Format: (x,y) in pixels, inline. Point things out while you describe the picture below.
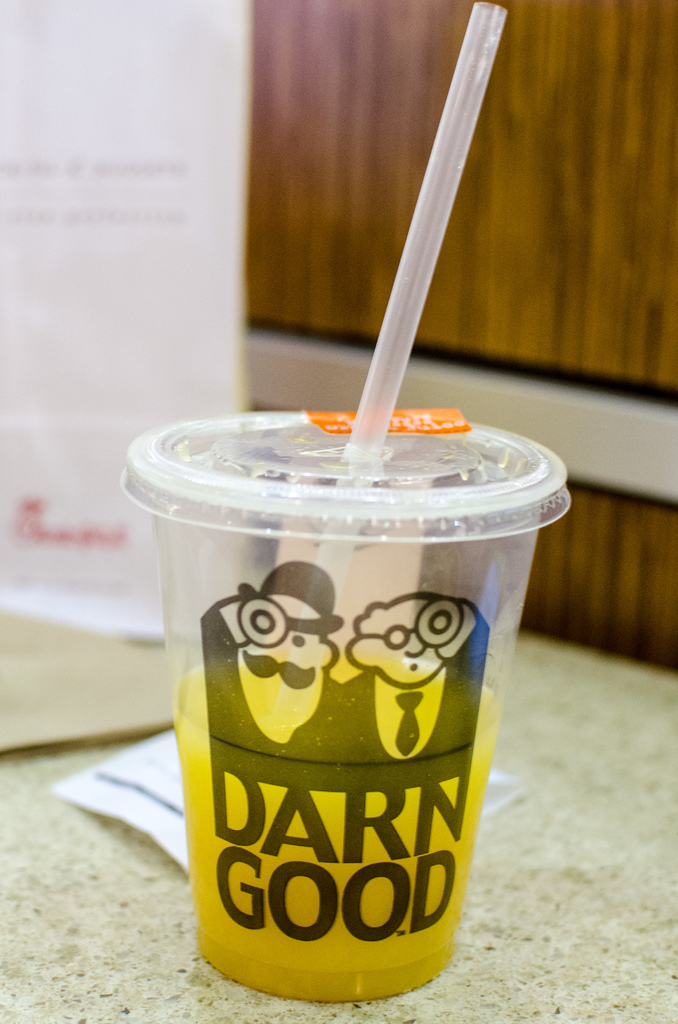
In the picture we can see a glass (289,849) with a soft drink (196,842) and a straw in it and in the background (567,207), we can see a wall (641,266) with a wooden plank (510,160).
